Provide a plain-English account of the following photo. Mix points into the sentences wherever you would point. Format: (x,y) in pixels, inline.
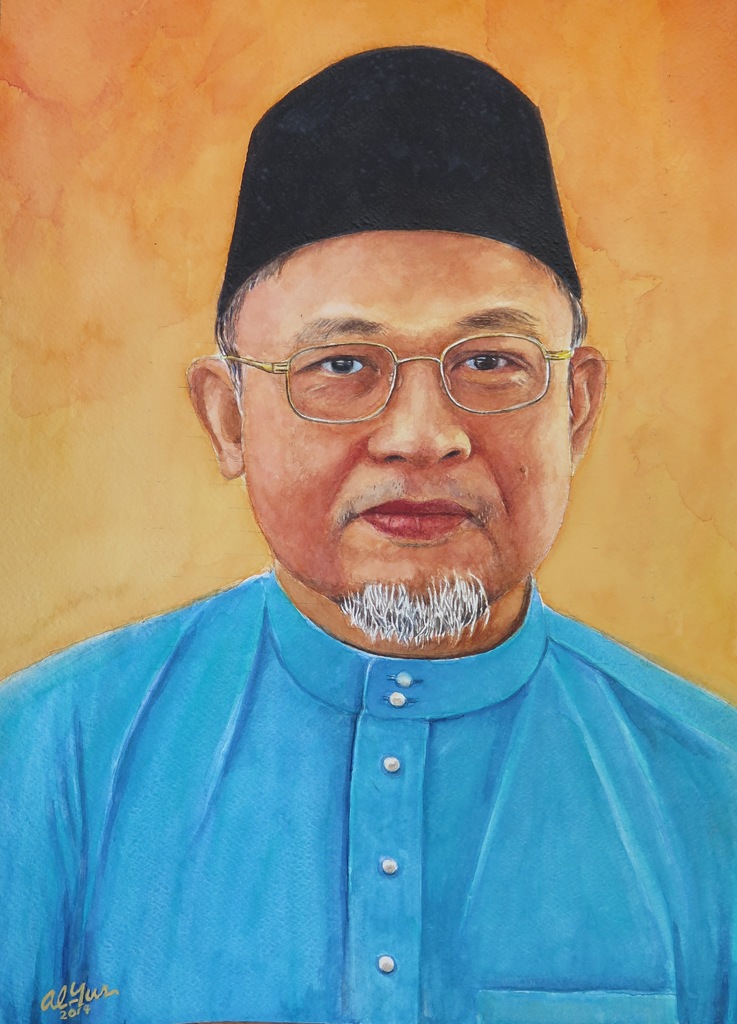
In this image there is a painting (373,347) of a person (400,327) at the bottom of the image (107,986) there is some text (68,995).
